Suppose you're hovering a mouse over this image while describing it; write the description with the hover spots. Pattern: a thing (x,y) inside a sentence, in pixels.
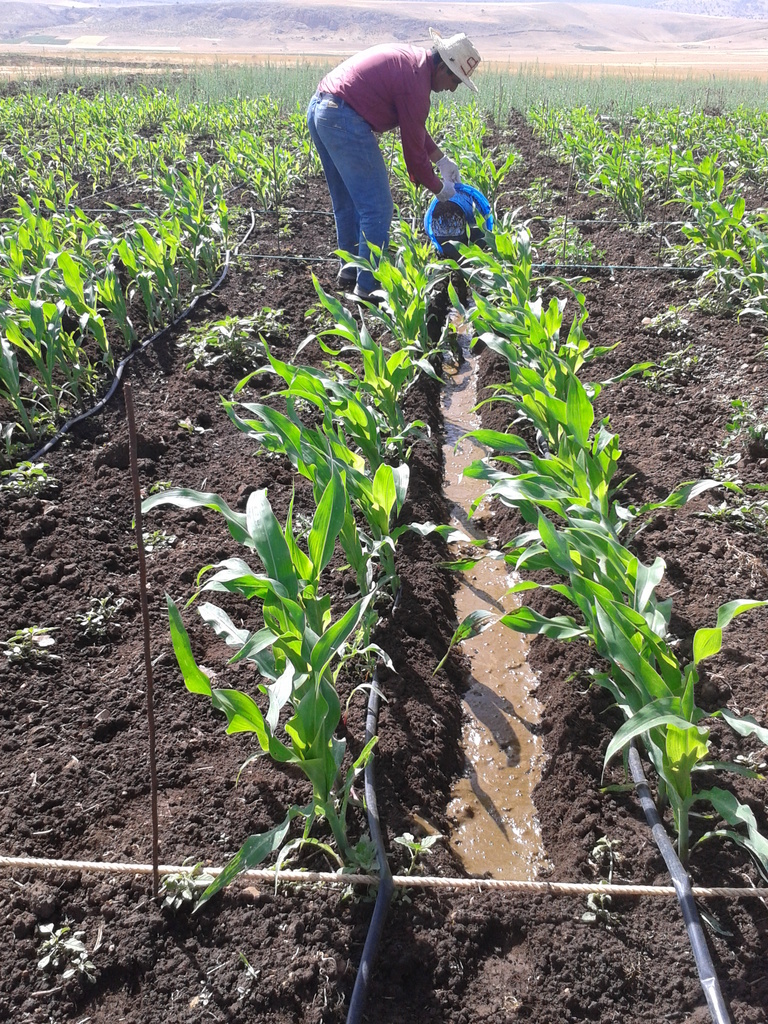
In this picture I can see there is a man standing here and he is holding a object (459,234) and there is water (463,839) here and there are plants (342,535) and the hills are far away.
